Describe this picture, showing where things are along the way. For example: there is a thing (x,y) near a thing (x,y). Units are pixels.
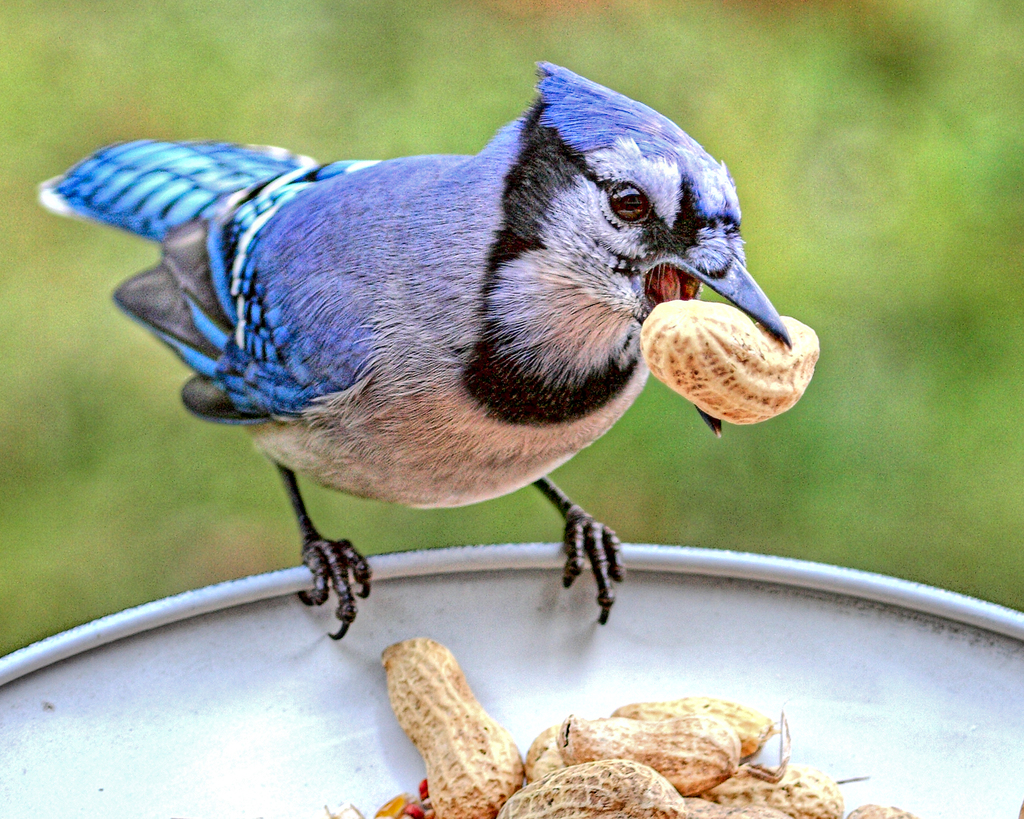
In the image we can see a bird (611,295) holding groundnut (677,346) in the mouth (739,276). Here we can see the container (279,613) and the greenish background (984,190).
